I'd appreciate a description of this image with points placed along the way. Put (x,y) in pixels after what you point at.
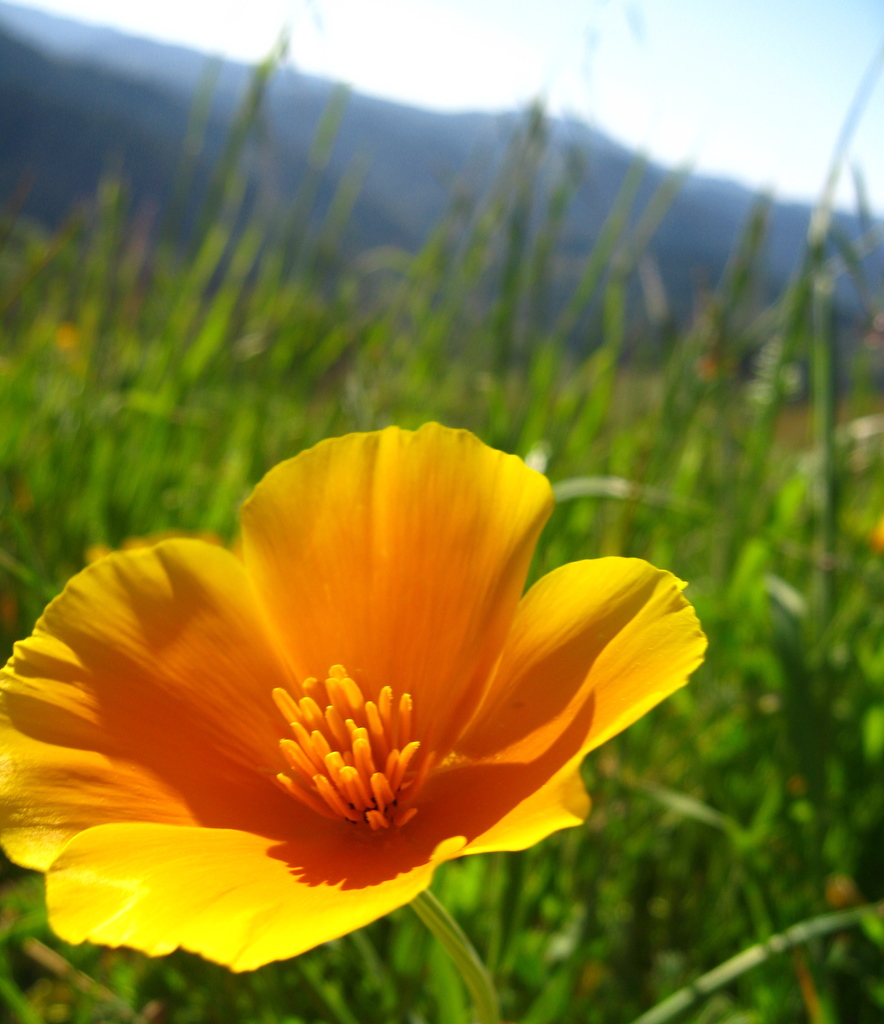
In this image there is a flower (429,698) which is in yellow color. Background (149,465) there are few plants (845,632). Behind there is a hill (154,145). Top of the image (580,107) there is sky (644,77).
